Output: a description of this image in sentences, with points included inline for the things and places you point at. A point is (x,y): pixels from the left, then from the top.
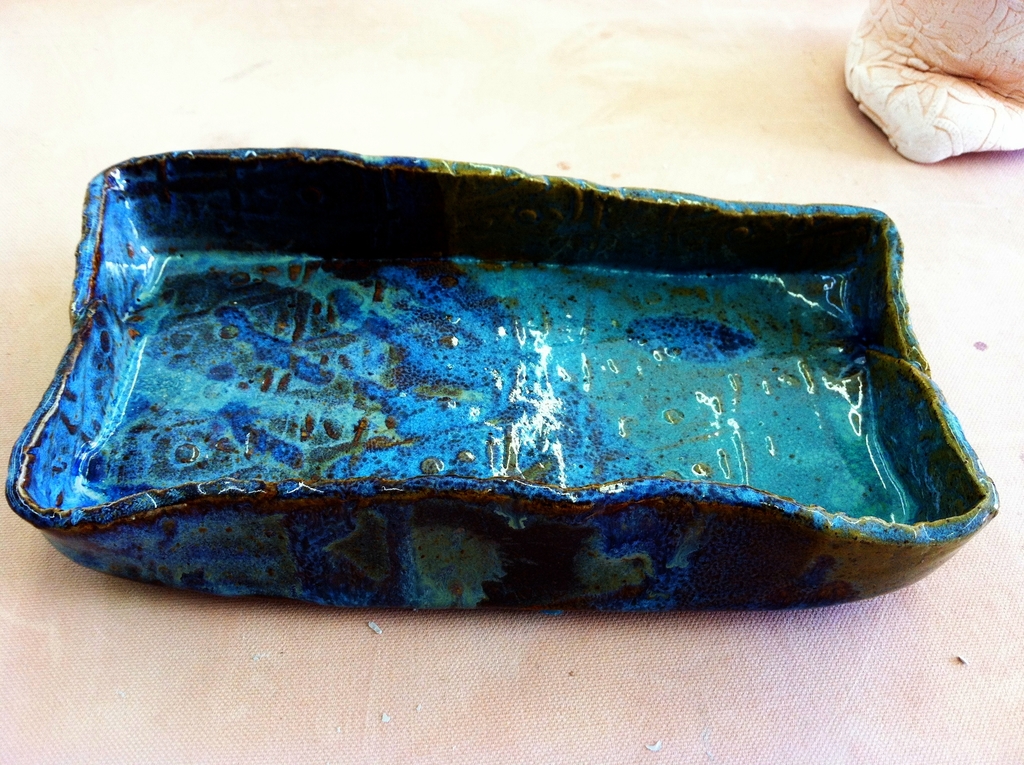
This looks like a decorative bowl (584,535), which is bluish in color. At the top right corner of the image (911,94), I can see an object (937,62). This looks like a clay piece (938,106).
